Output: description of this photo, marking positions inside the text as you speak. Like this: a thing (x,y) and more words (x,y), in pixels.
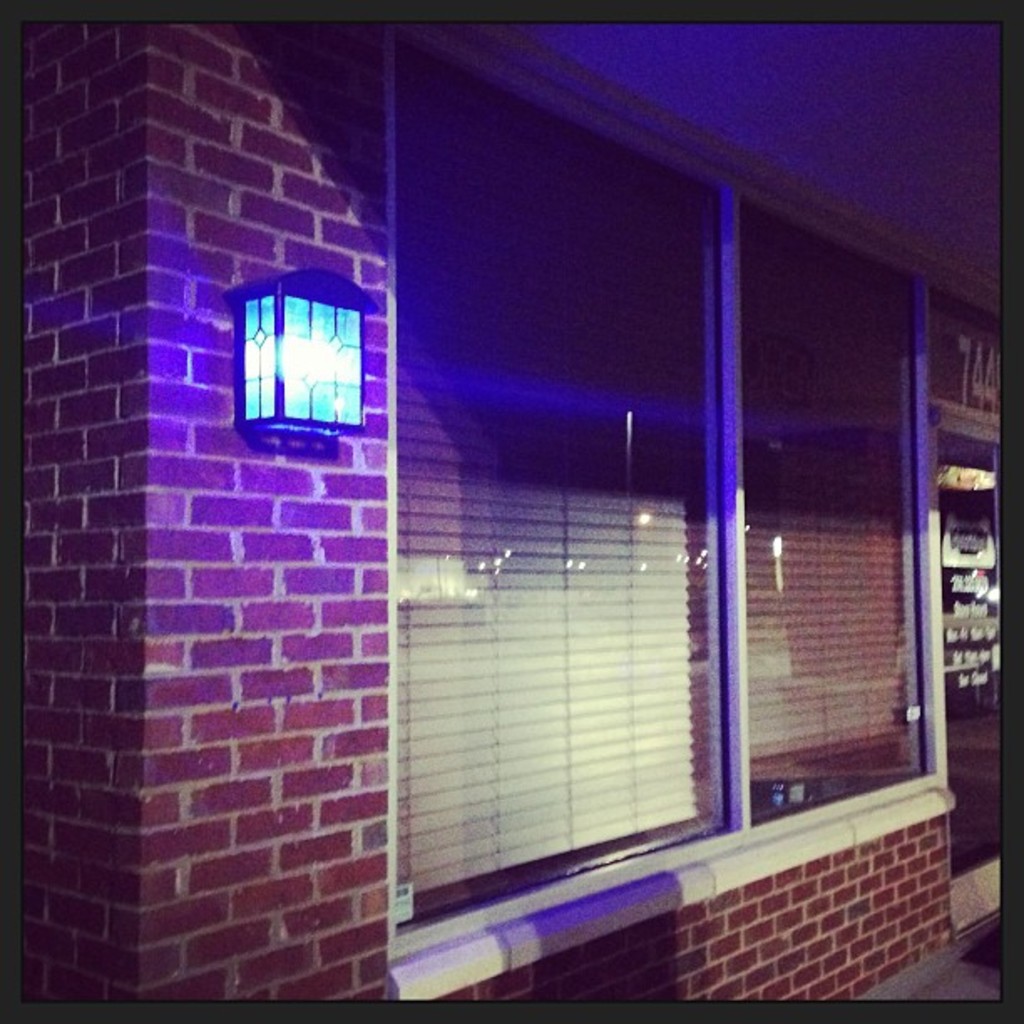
In this image we can see the brick wall (202,714), lamp (249,379), glass windows (562,474) through which we can see the window blinds (860,619) and the store (998,699) in the background (945,699).
